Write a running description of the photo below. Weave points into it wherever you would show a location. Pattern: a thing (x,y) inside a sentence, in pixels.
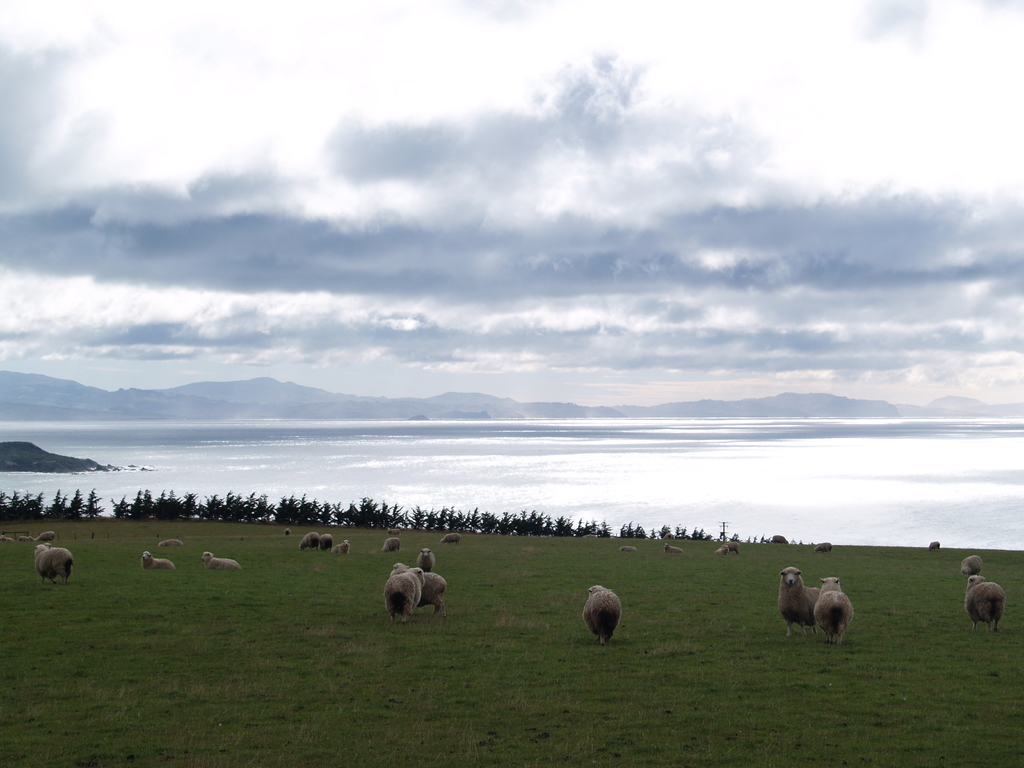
In the picture we can see a grass surface (372,689) on it, we can see some sheep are standing and far away from it, we can see some plants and behind it we can see water (619,461), hills (55,397) and sky (586,252) with clouds (463,184).
